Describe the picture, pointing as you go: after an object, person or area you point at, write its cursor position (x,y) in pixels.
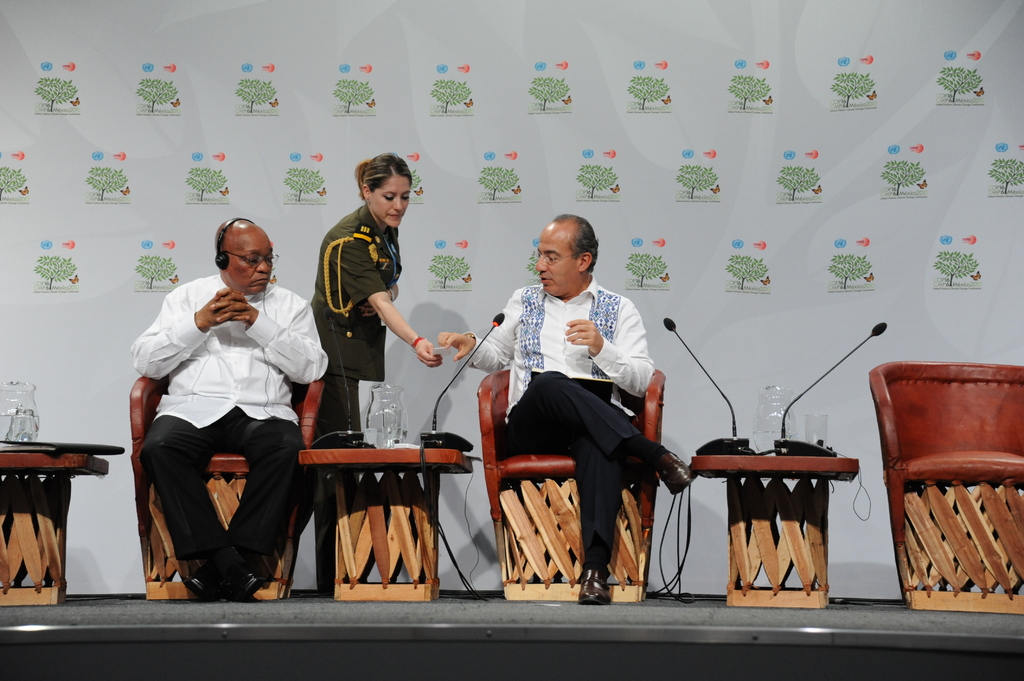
In this image there are two men (635,452) sitting in chairs (525,458) on the stage (565,607). Besides the right man (584,442) there is a desk (751,516) and a chair (891,491). On the desk (786,464) there are two mikes (785,450) and a woman (397,262) is giving a paper (448,355) to him. There is another person (242,533) in the left (176,342) wearing a headset (215,255) and staring at the paper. In the middle of the men (534,389) there is table (442,451) and a jar (384,442) on it. In the background (372,70) there is a board (557,101) and some pictures (713,154) printed on it.
